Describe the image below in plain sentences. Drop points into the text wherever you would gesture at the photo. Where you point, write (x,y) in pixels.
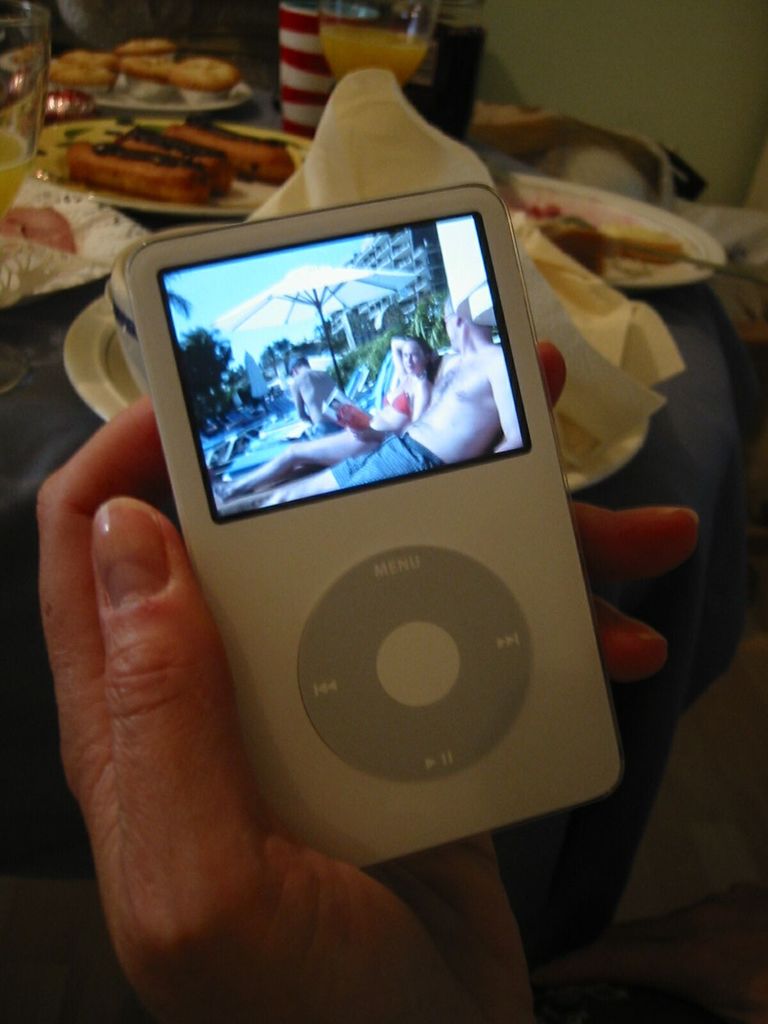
In this image I can see the person (210,753) holding an electronic device (245,617). In-front of the person (162,695) I can see the plates (110,367) with food (145,175) and the glasses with drink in it. These are on the surface (45,339).
